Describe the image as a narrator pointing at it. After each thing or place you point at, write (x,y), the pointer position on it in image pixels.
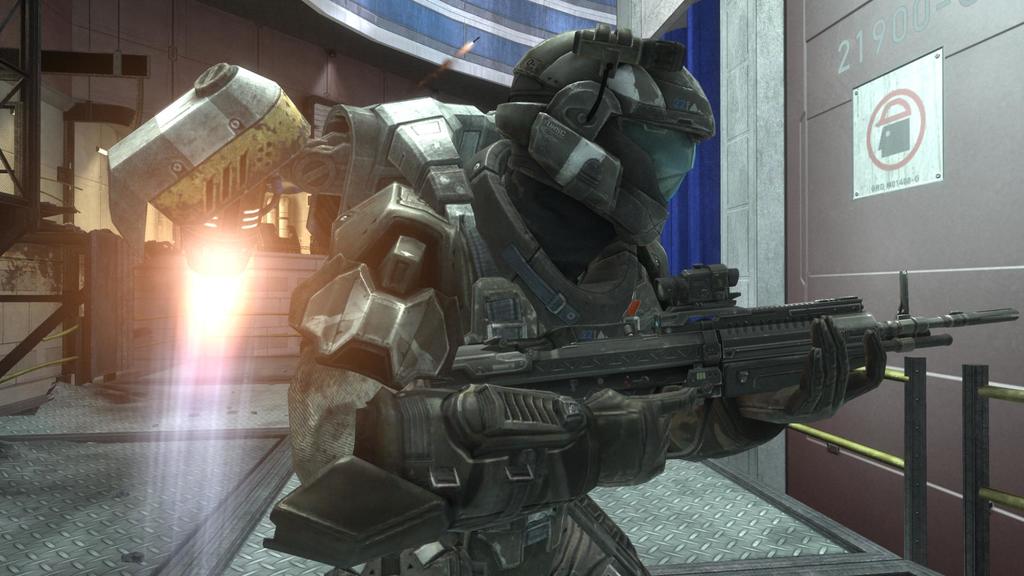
This is an animated image. We can see a person (449,397) is standing with fully equipped suit (397,387) on the body (386,388) and holding a gun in the hands (612,425). In the background (454,51) we can see wall (383,63), objects (34,134) and on the right side (891,143) there is a board (892,156) on the wall (800,115).
